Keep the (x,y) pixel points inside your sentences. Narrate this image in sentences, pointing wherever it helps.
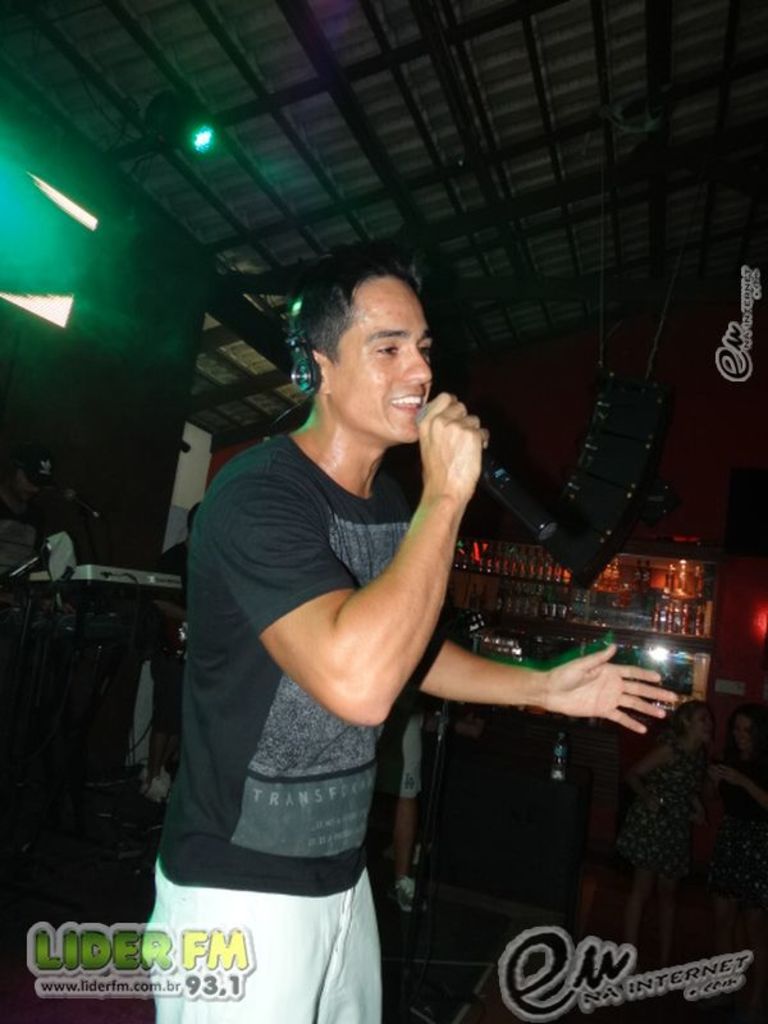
This image is taken indoors. At the top of the image (344,88) there is a roof (432,184) and there is a light (208,137). In the background (537,575) there are many bottles (560,604) on the shelves (693,650). There are a few people (413,771). There is a musical instrument (141,574). A man (173,594) is standing on the floor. In the middle of the image (338,579) a man (276,664) is standing and he is singing. At the bottom of the image (131,936) there is a text (582,960) and there is a watermark (129,938) on the image.
